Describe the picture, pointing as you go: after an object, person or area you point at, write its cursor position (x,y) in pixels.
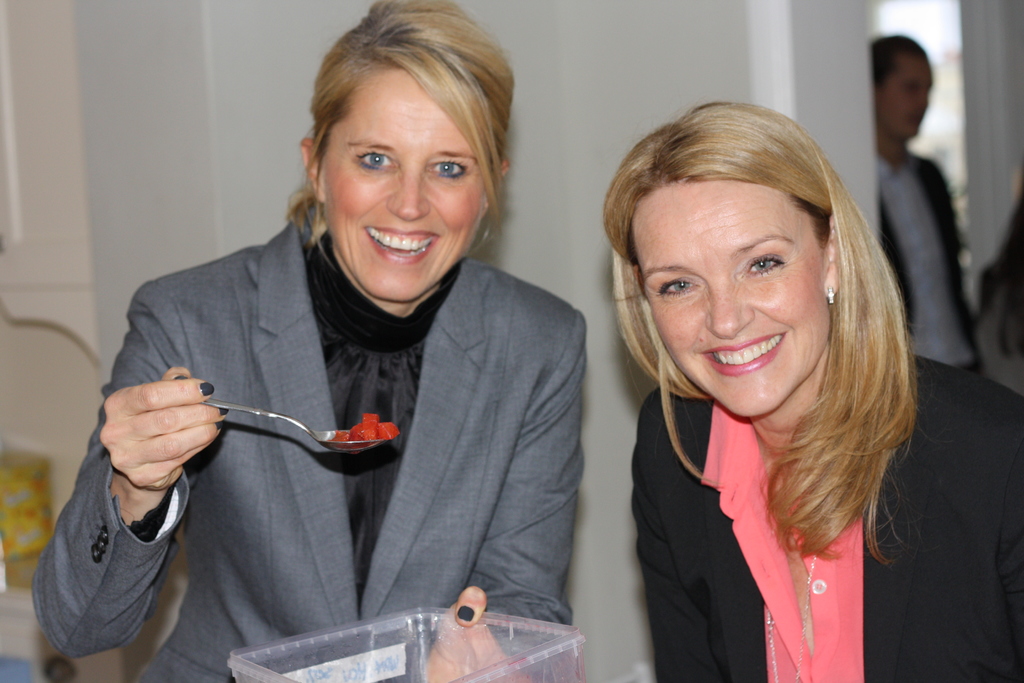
In this image we can see two women (513,446) standing. In that a woman (424,504) is holding a spoon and a box (552,665). On the backside (615,332) we can see a person (947,264) and a wall (610,358).
